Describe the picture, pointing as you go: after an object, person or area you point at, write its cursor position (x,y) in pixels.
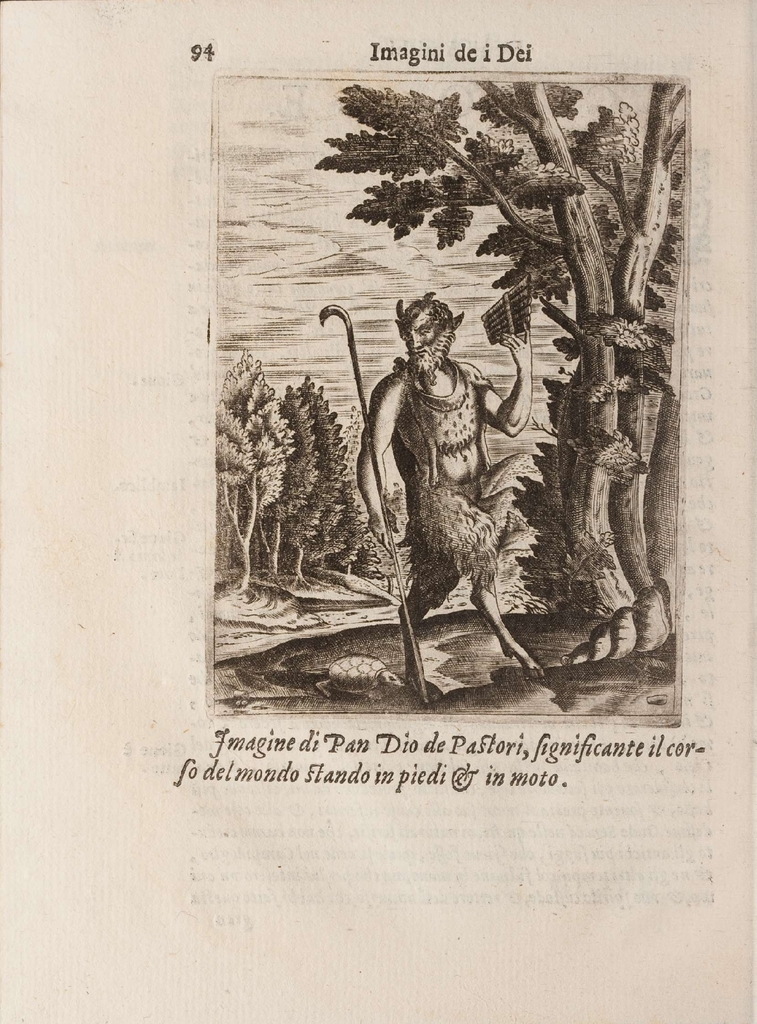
In this image I can see a poster (417,686) with some text (417,770) on it.
